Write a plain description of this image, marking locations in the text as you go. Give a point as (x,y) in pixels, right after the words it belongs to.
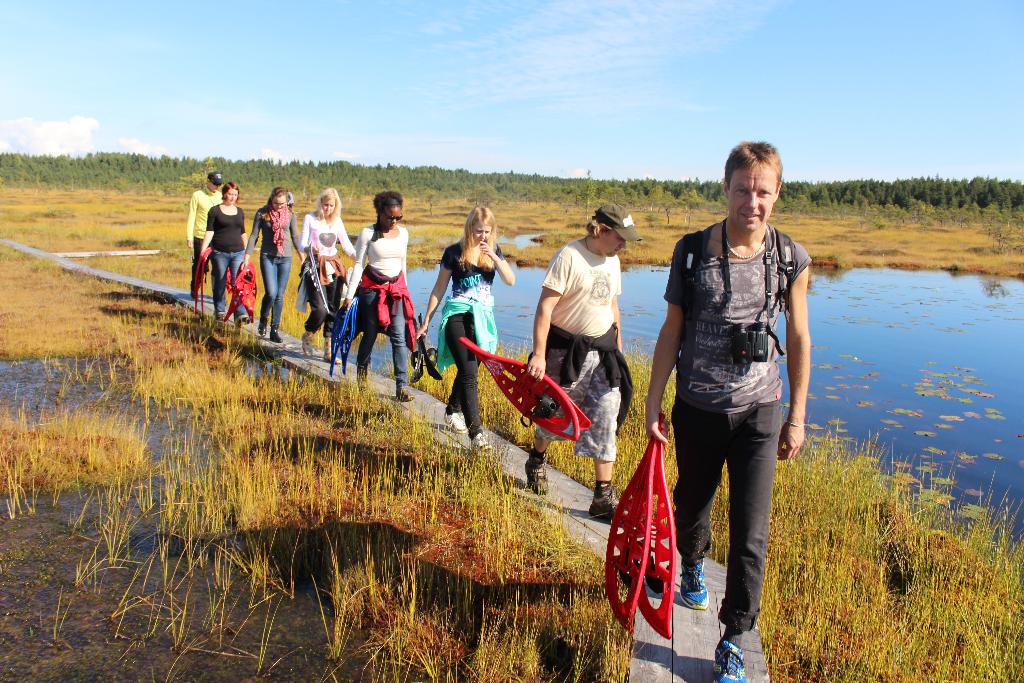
In the background (949,42) we can see the sky (908,14). In this picture we can see the trees (355,188), field (298,549) and water (981,415). We can see the people (340,233) holding objects (672,595) and walking on the wooden pathway (687,634).
